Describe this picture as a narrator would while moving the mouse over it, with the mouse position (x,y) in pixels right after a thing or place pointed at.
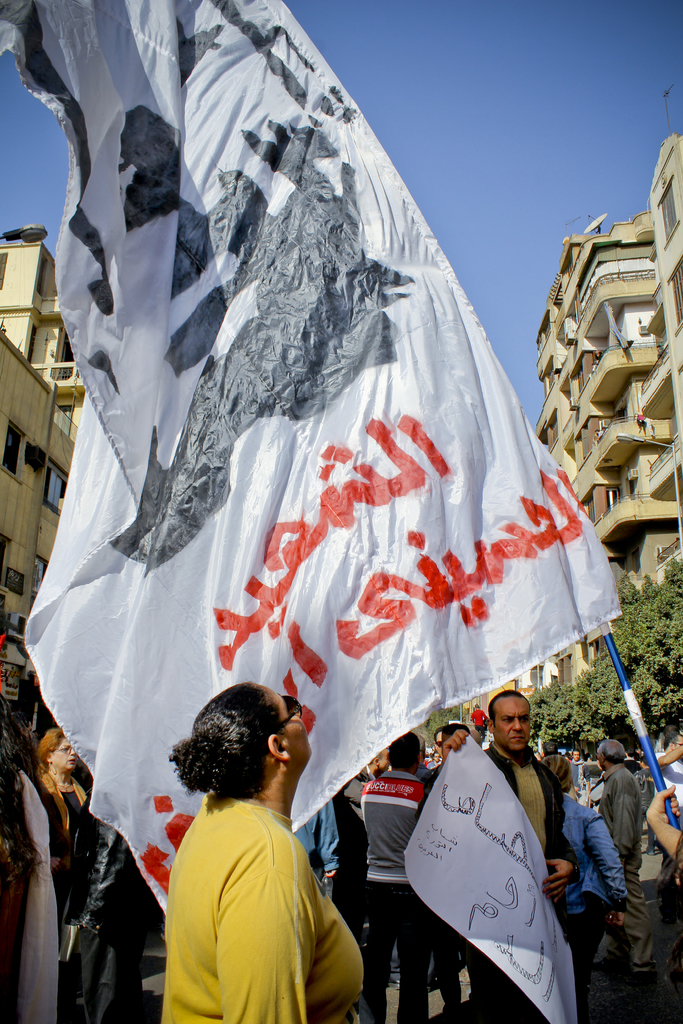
In the foreground of the picture (10,771) on the road (633,996) there are many people (396,802) standing. On the right (652,639) there are trees (630,633) and buildings (637,406). On the left (31,449) there are buildings (31,420). In the center (379,659) there is a flag (382,316). Sky (503,162) is clear and it is sunny.
